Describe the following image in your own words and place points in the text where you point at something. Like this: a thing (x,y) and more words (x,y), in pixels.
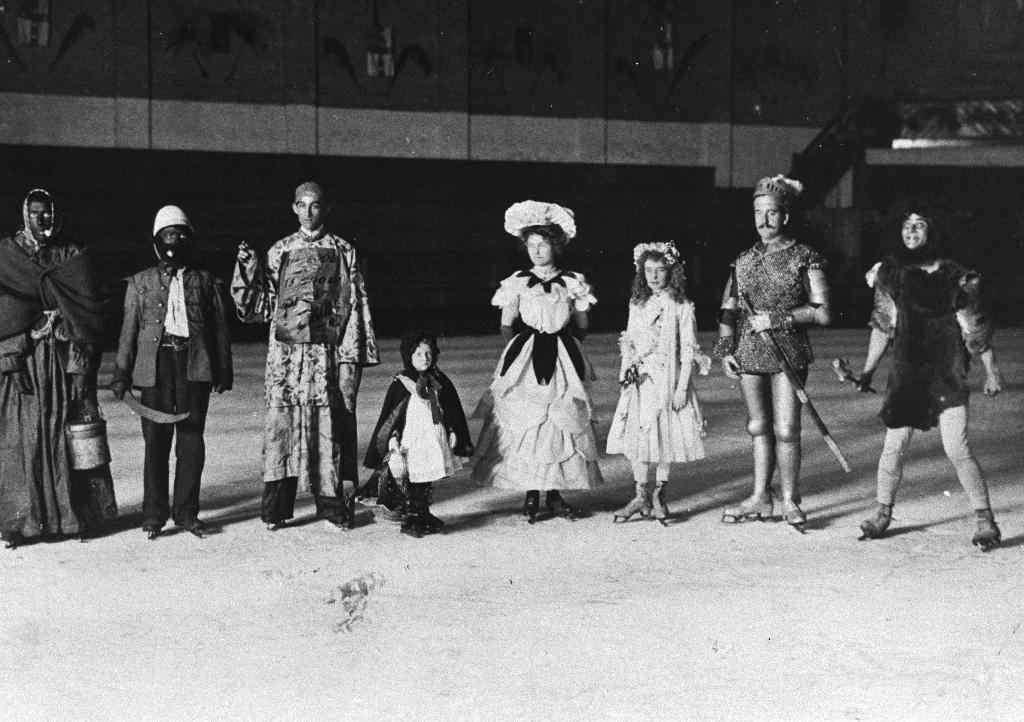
In this picture we can see a group of persons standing on the ground (527,602) and in the background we can see a wall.
